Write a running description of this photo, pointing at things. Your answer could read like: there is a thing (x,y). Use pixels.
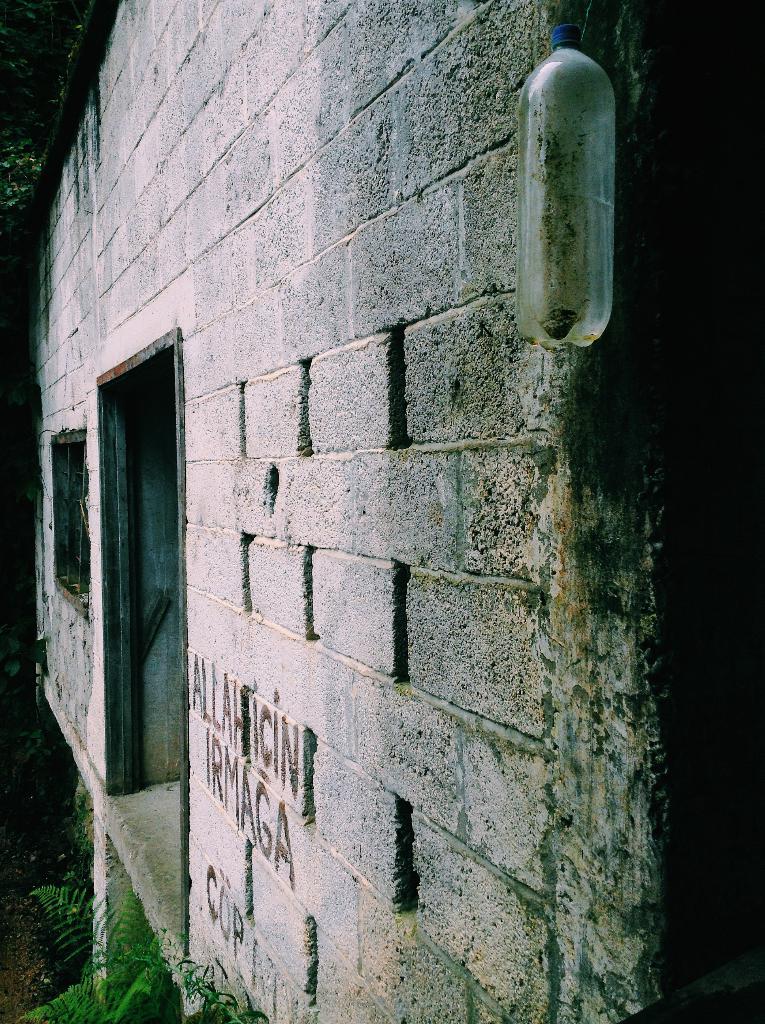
This image is taken outdoors. At the bottom of the image (113,966) there is a plant (90,938). In the middle of the image (478,466) there is a wall (249,499) with a window (86,586) and there is a bottle (543,149).
